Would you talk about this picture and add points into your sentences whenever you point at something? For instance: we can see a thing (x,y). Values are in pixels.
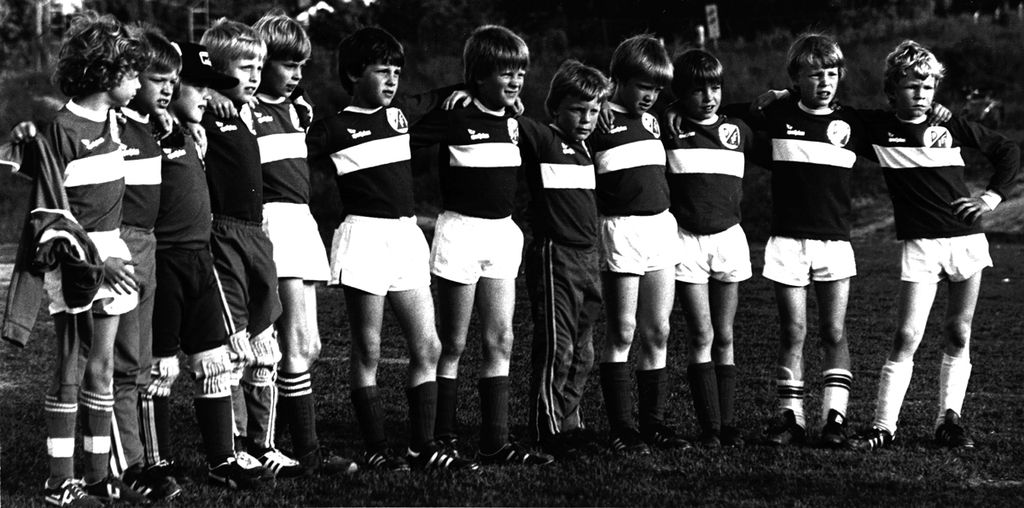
This picture describes about group of people (395,198), they are all standing on the grass (687,374), behind to them we can see few trees (417,54), and it is a black and white photography.
